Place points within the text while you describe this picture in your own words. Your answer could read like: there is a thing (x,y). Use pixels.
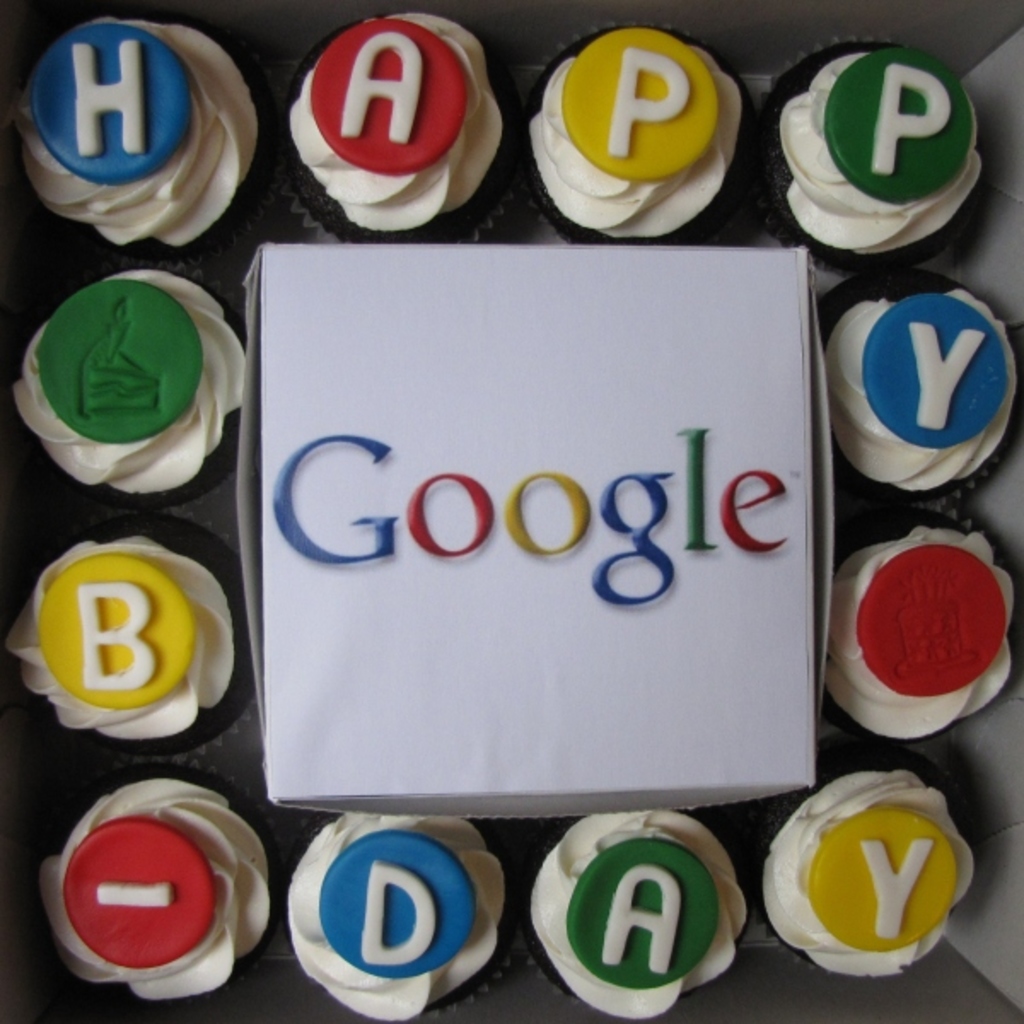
This image consists of a box (443,641), on that there is google (471,486) written. There are cupcakes (179,993) around that box (682,441). On that there is Happy Birthday written.
